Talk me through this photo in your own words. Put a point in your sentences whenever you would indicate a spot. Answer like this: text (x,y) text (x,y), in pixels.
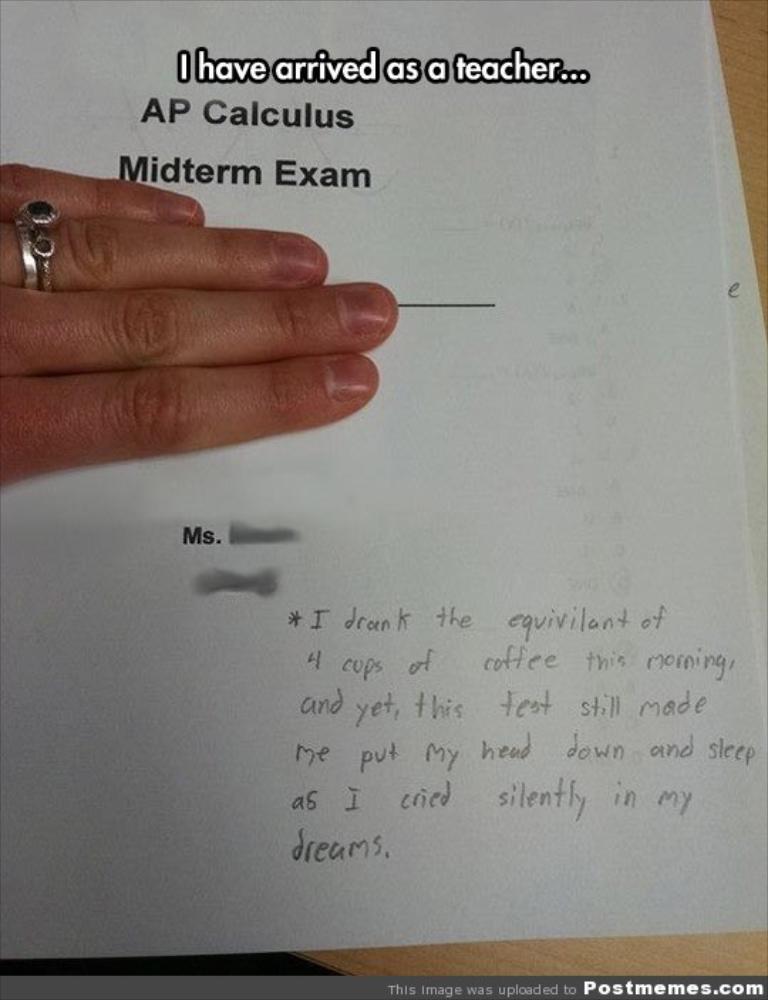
In this image I can see there is a person (53,321) placing a hand (138,407) on the papers (455,416) and there is something written on the paper (417,431). It is placed on the table (571,968).
